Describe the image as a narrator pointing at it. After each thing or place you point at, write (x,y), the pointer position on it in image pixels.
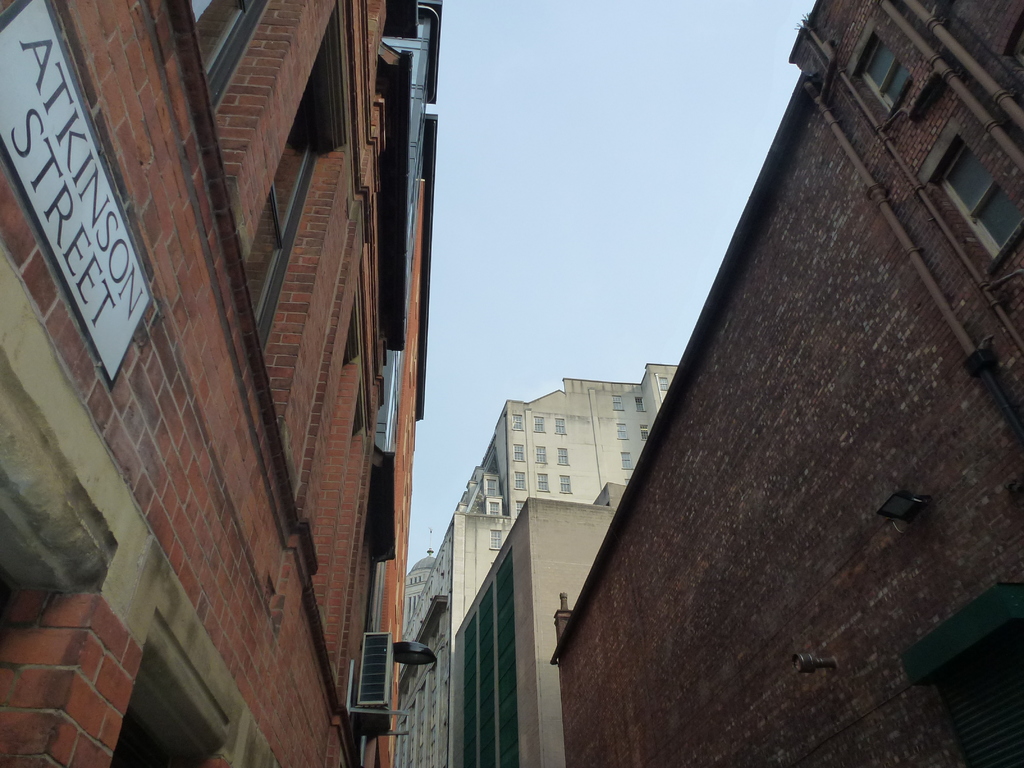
In this picture we can see there are buildings (331,475) with windows (276,198), a name board (22,134) and an object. Behind the buildings (507,413) there is the sky (564,98).
